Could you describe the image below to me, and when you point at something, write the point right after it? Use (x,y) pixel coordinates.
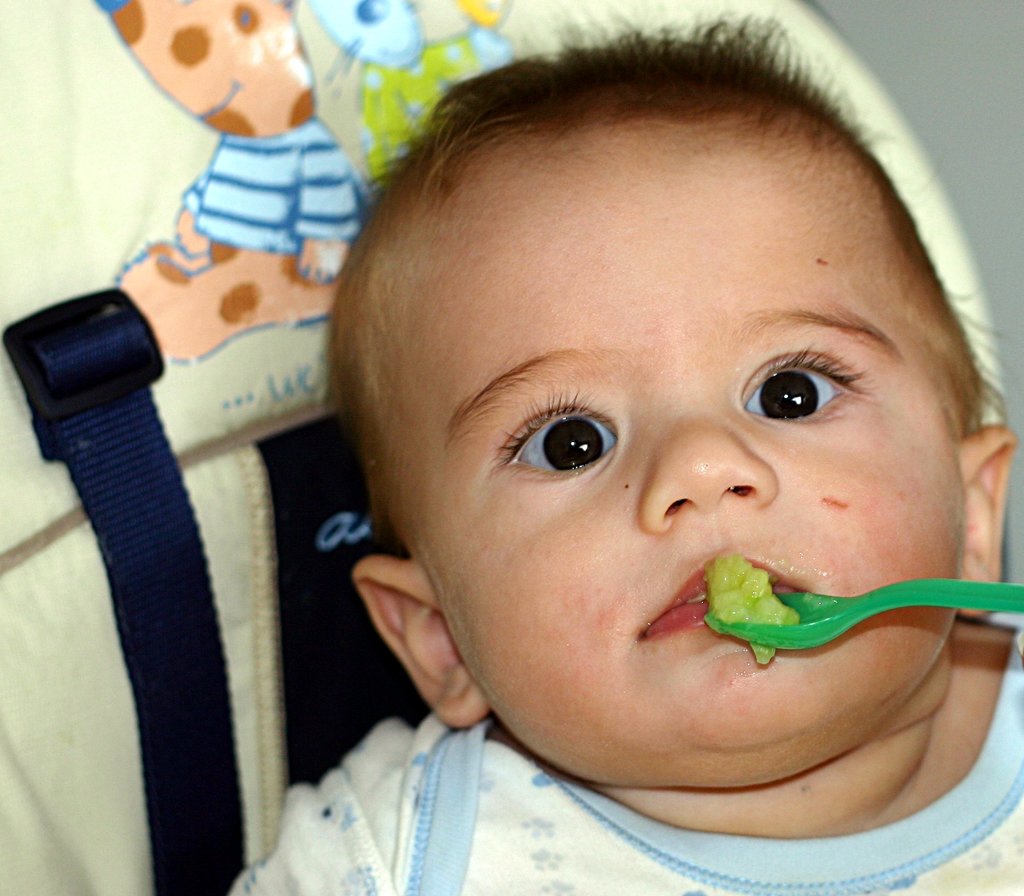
In this picture we can see a child (667,669), spoon (997,602), cloth (376,55) and some objects (72,362).
